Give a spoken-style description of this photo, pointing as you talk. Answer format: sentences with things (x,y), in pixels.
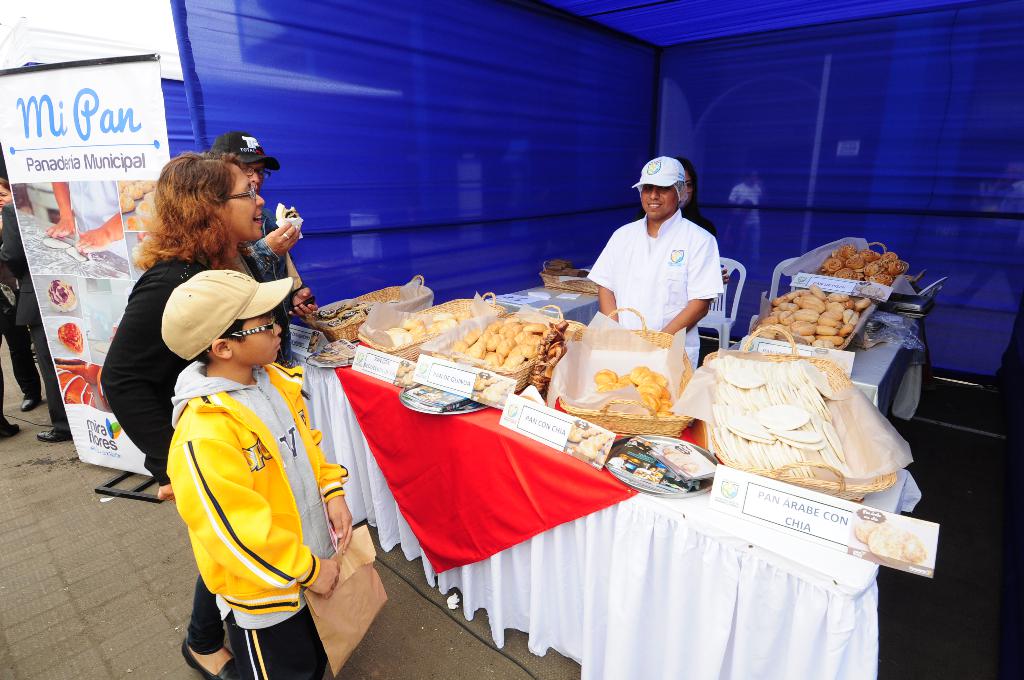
In this image I can see few persons (214,224) are standing, a table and on the table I can see few boards (526,420) and few baskets (651,422) with food items (748,376) in them. I can see a person (675,276) standing, a chair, a blue colored tent (667,130) and a banner (124,217).
